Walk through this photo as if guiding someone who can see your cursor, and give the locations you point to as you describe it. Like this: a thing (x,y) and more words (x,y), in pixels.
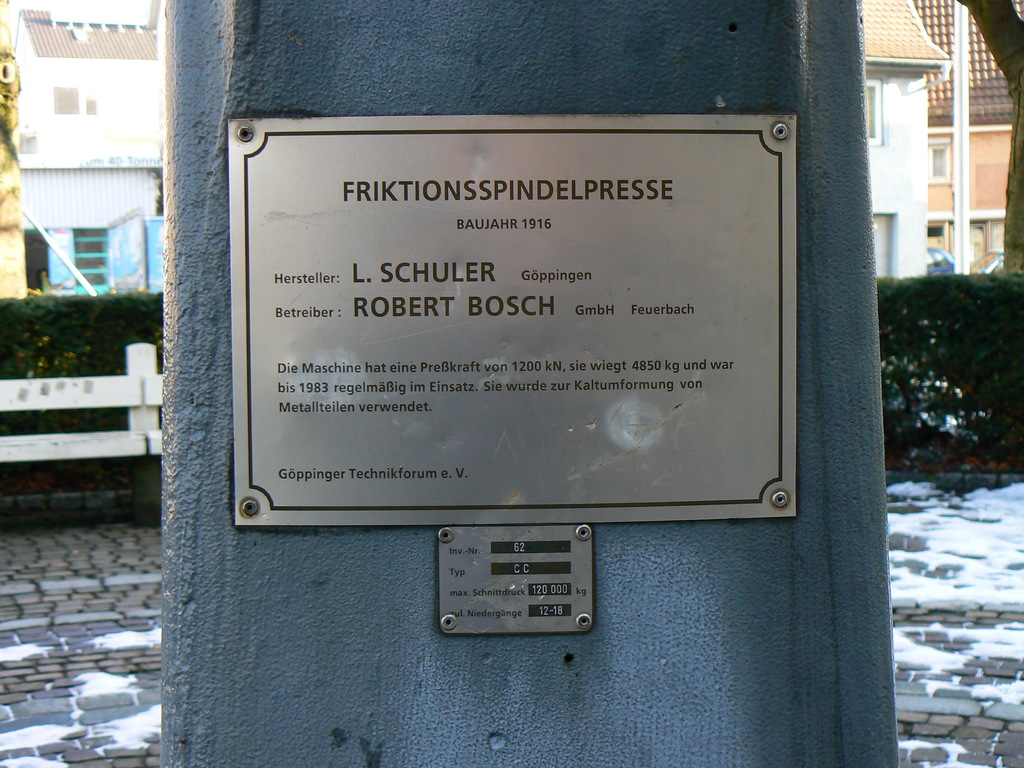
There is a pillar (207,32) with a name plate (454,333). In the background (77,383) there is fencing (67,381), bushes (68,364), buildings (85,170) with windows (947,155). On the ground (967,600) there are bricks (959,617) and snow (945,541).
